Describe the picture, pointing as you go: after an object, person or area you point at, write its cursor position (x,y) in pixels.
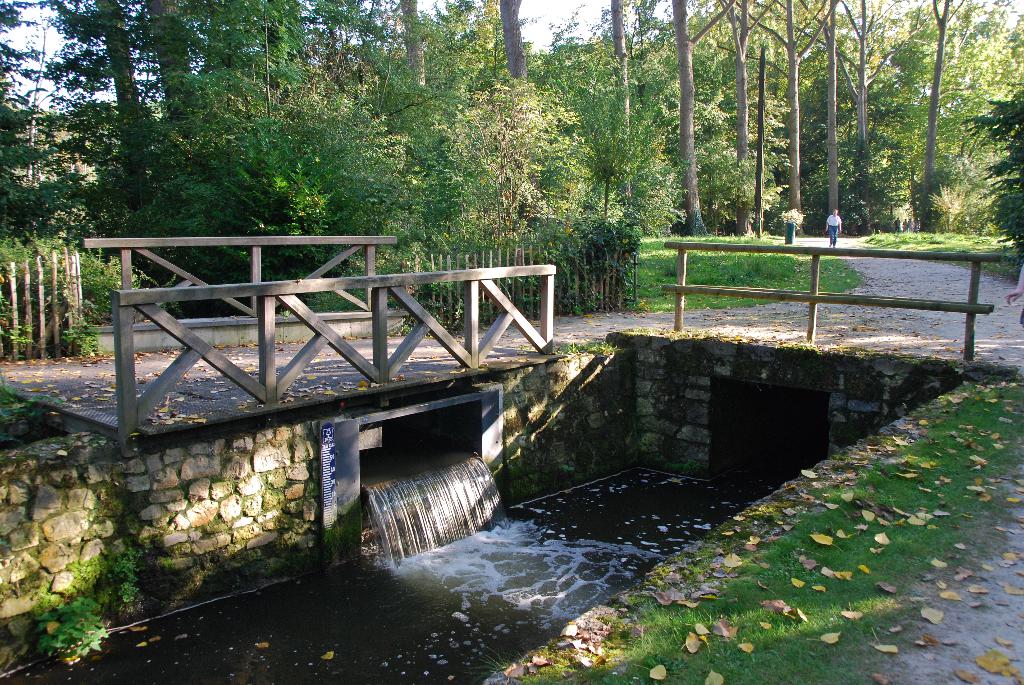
In the center of the image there is water (483,593). There is a wooden bridge (287,297). In the background of the image (564,196) there are trees (560,193). There is a person (827,219) walking. At the bottom of the image (744,655) there is grass (743,670) and leaves (720,631).
